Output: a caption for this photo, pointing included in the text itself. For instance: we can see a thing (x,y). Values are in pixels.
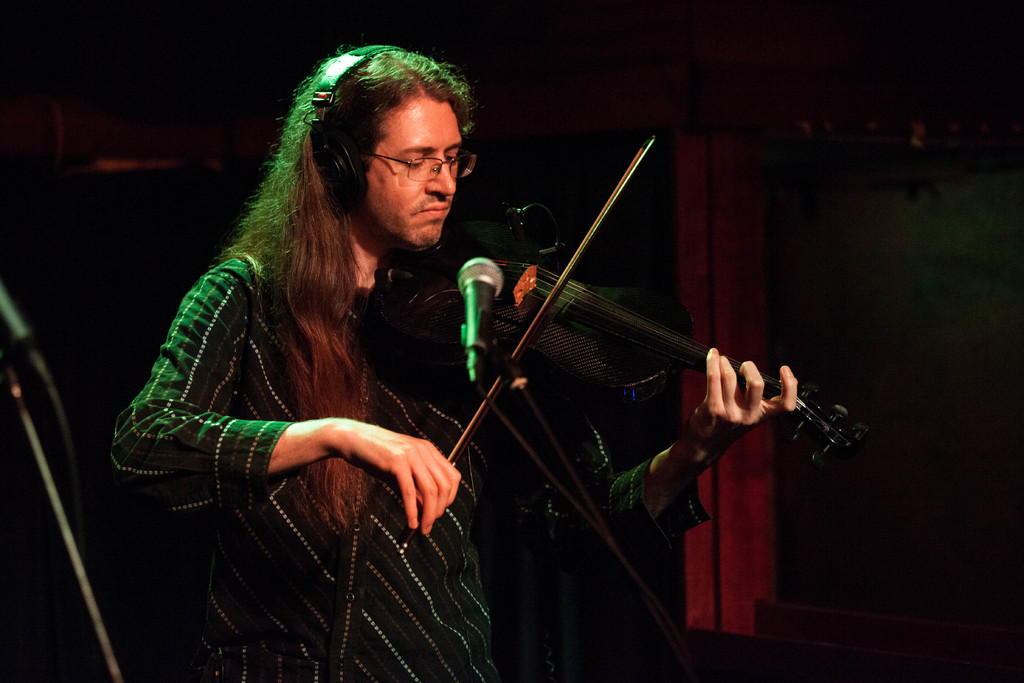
In the center of the picture (549,310) there is a person (420,221) playing violin (604,333). In the foreground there are microphones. The background (118,93) is dark.
